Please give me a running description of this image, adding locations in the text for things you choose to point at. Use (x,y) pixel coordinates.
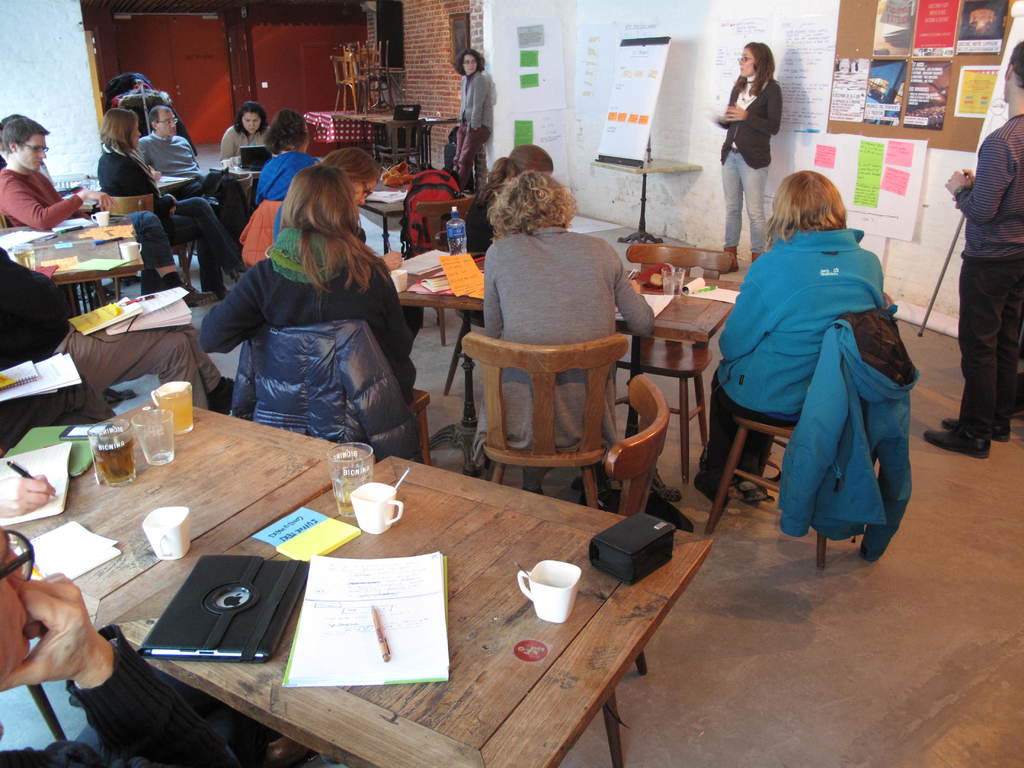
In this image, on the left side (223,482) there is a table (464,552), on that table (478,554) there are some glasses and a phone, In the middle (509,395) there are some people (740,359) sitting on the chairs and there is a table (681,309), in the right side (985,195) there are some people (973,199) standing and there is a wall (654,143) of white color and on that wall (675,49) there are some poster (802,87) and in the background (145,233) there are some sitting on the chairs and there is a red color wall (284,50).
